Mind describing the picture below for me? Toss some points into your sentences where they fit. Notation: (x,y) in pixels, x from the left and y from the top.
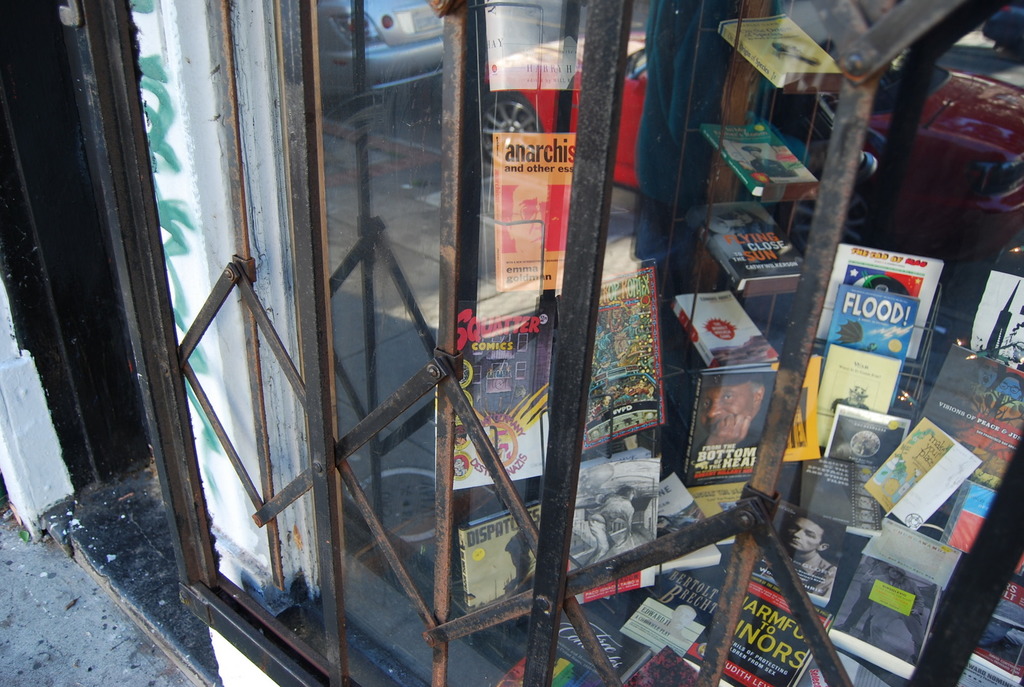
In this picture we can see few metal rods (580,250), glass (663,476) and few books (732,234), in the reflection (892,237) we can see few cars (948,98).
